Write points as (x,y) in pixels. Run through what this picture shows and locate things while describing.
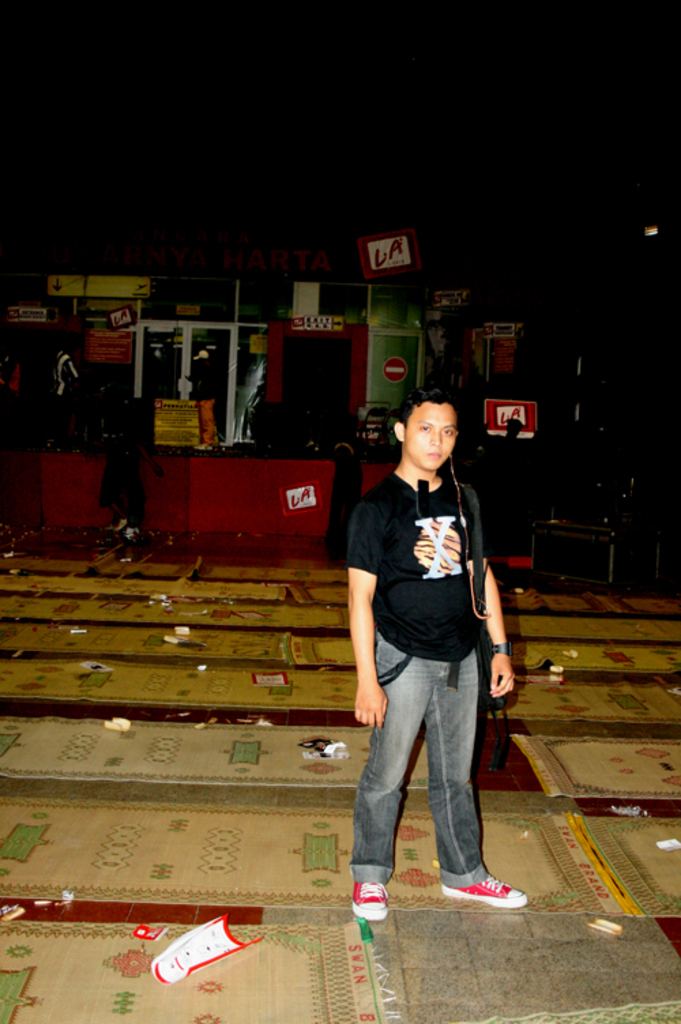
In this image I can see a person (440,669) wearing black t shirt (420,656), jeans (454,766) and footwear (369,919) is standing on the floor (424,949) and I can see few papers (163,962) on the floor (513,937). In the background (388,104) I can see the dark sky (390,117), a person (145,458) standing and a store (287,347).
